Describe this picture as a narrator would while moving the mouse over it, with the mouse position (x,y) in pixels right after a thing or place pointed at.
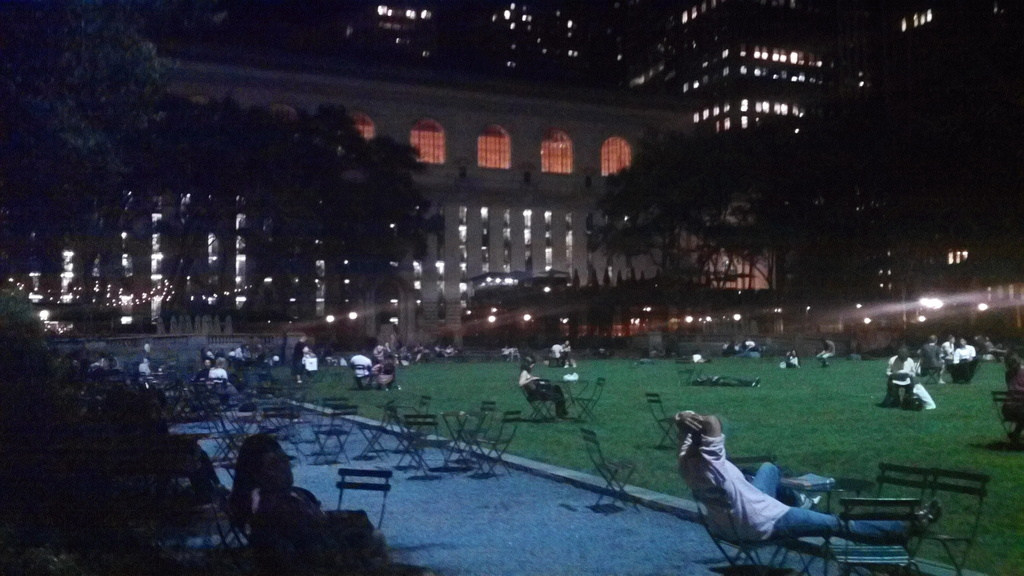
This image is taken outdoors. At the bottom of the image (507,522) there is a floor (525,503) and there is a ground (817,436) with grass (830,420) on it. In the middle of the image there are many empty chairs (232,400) and tables (260,419). Many people (790,519) are sitting on the chairs (775,540) and a few (571,355) are standing on the ground (417,375). In the background (976,300) there are a few buildings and there are a few trees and there are many lights (46,313).
